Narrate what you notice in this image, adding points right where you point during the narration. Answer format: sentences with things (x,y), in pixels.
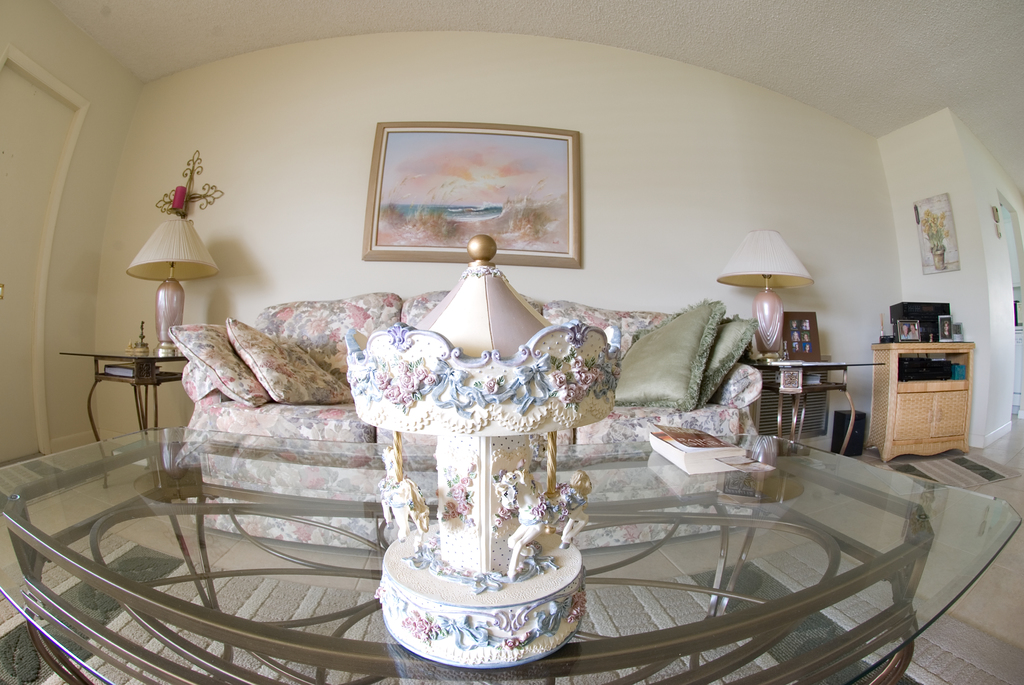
In this picture I can see inner view of a building (53,24) and I can see a table (773,619) and a sofa (274,409) and I can see few cushions (219,364) on it and couple of table lamps (171,286) on the tables (840,382) and I can see a cupboard (948,443) on the right side (959,350) with couple of photo frames (952,331) on it and I can see a large photo frame (433,191) on the wall (289,155) and a photo frame (919,202) on the right side wall (963,199) and I can see a show piece (471,456) and a book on the table (695,484).
